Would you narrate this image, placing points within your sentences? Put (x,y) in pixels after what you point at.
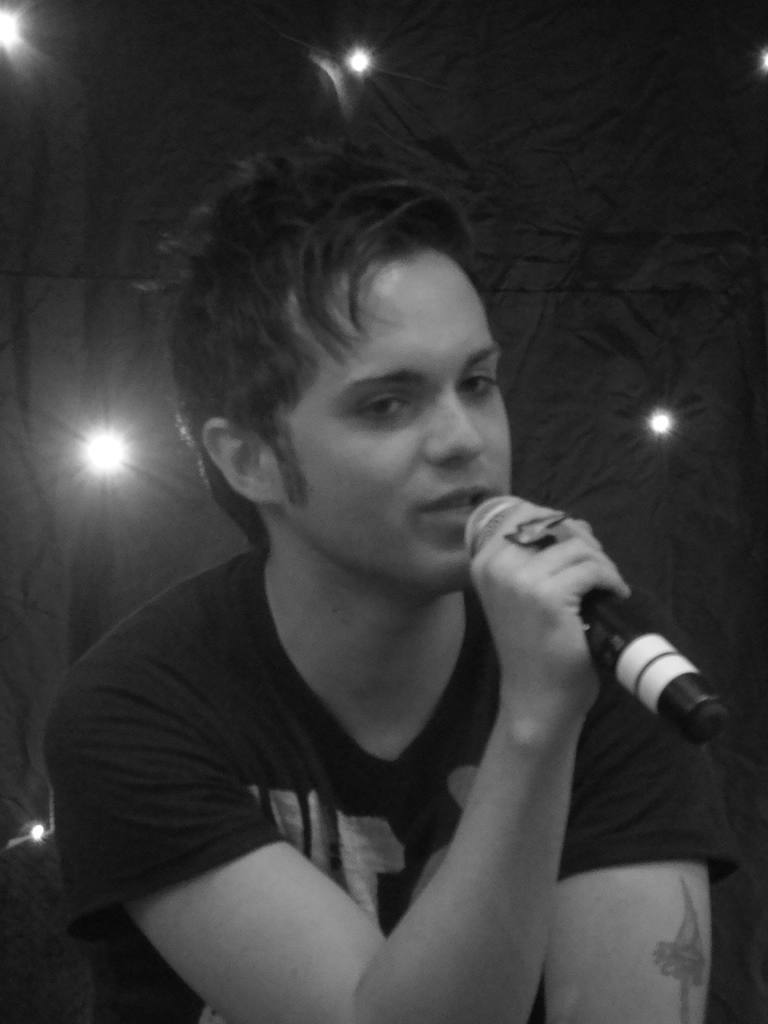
In this picture we can see a person (287,721) holding a microphone (597,635) and speaking something as we can see his mouth (444,506), in the background (113,460) there is a light (102,453).
